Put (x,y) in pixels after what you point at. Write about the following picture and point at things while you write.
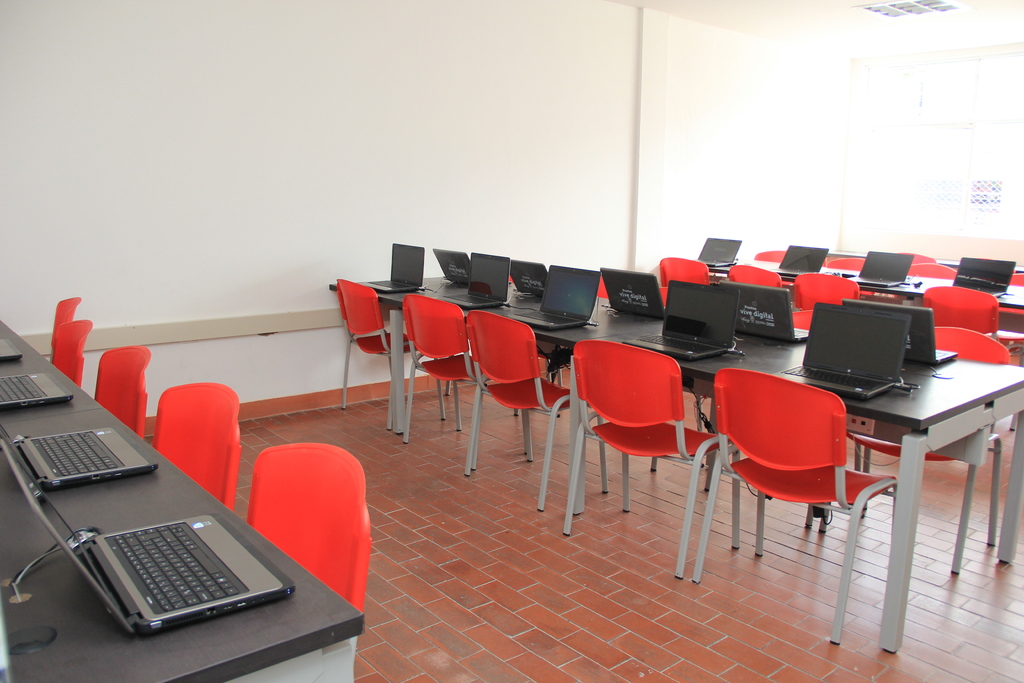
This picture is clicked inside a room (910,385). On the left bottom of the picture (33,670), we see a table (268,632) on which four laptops (76,449) are placed and beside that, we see five red chairs (173,416). On the right (904,524), on the middle of this picture (577,329), we see a table (592,334) on which many laptops (729,296) are placed. We even see many chairs (659,365). Behind that, we see a wall (430,139) which is white in color and on the right top of the picture (907,95), we see a window (932,138).
